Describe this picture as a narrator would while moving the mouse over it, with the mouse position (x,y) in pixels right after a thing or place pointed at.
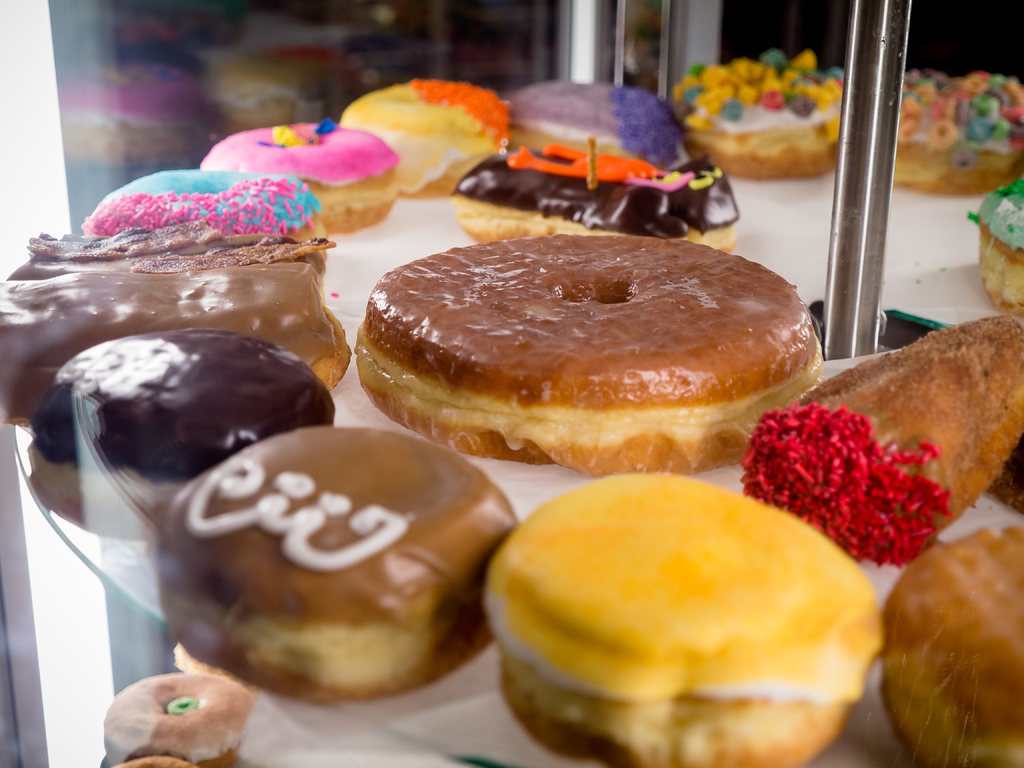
In the center of this picture (368,466) we can see there are many number of donuts (640,361) which are of different flavors. On the right (876,49) we can see the metal rod (841,197). In the background (360,40) we can see some other objects (579,52).
